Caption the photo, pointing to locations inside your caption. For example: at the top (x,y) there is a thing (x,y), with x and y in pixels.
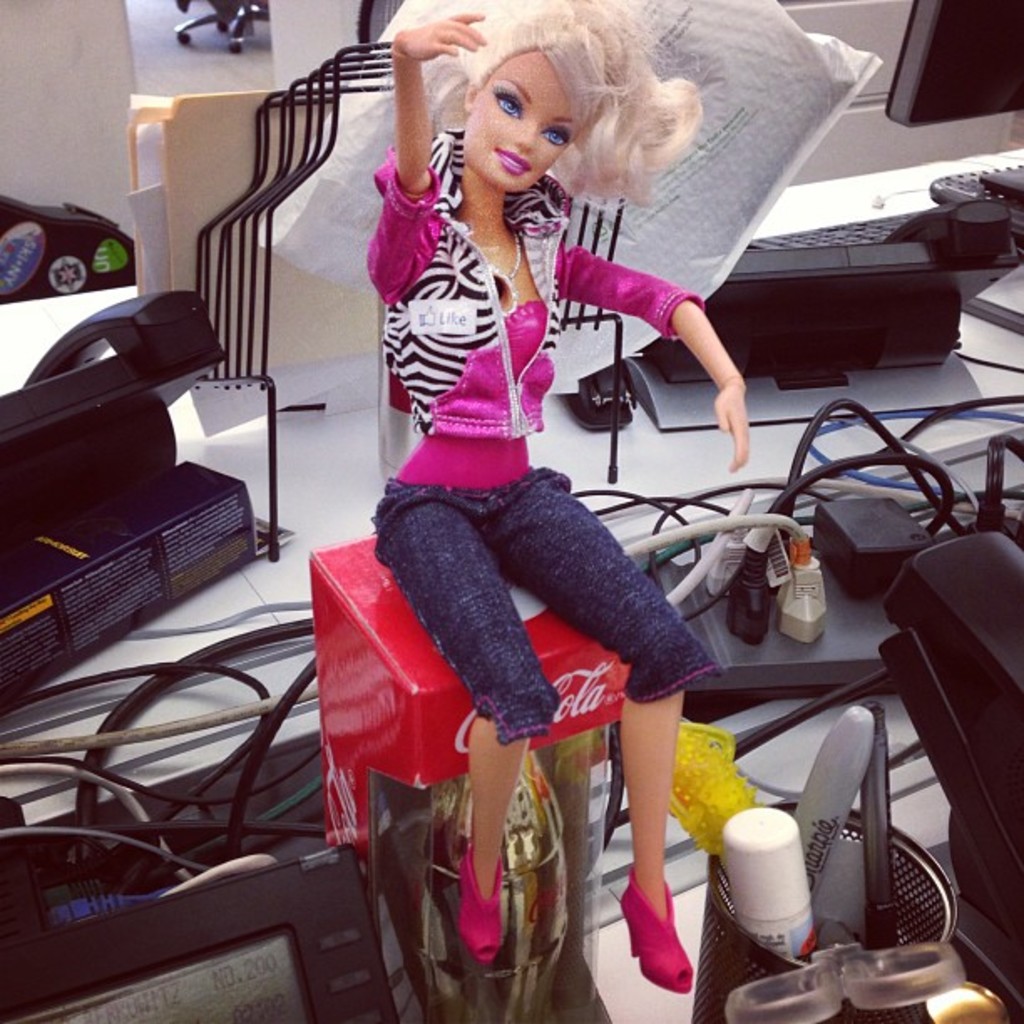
In this image we can see a barbie doll (499,419) which is on the coke box (325,615) there are some junction boxes (727,612), telephones (901,378), monitor (995,100), files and some other items (898,1020) on the desk (976,451) which is of white color.
